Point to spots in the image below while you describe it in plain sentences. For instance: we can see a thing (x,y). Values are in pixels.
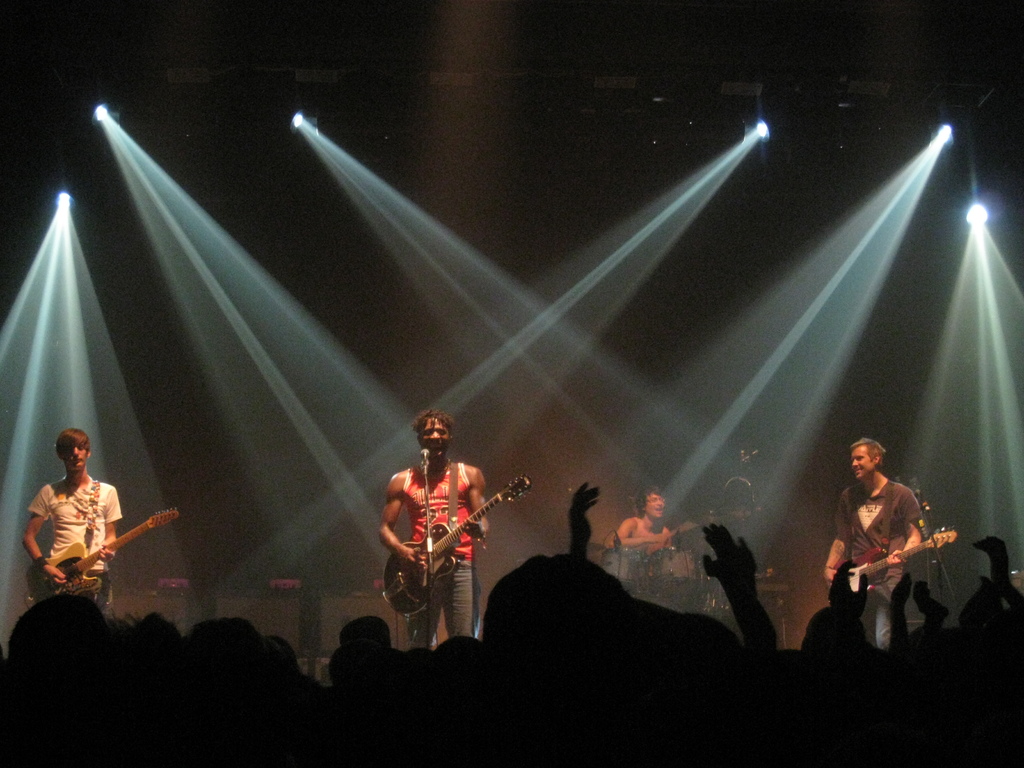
A rock band (62,485) is performing in a concert.
